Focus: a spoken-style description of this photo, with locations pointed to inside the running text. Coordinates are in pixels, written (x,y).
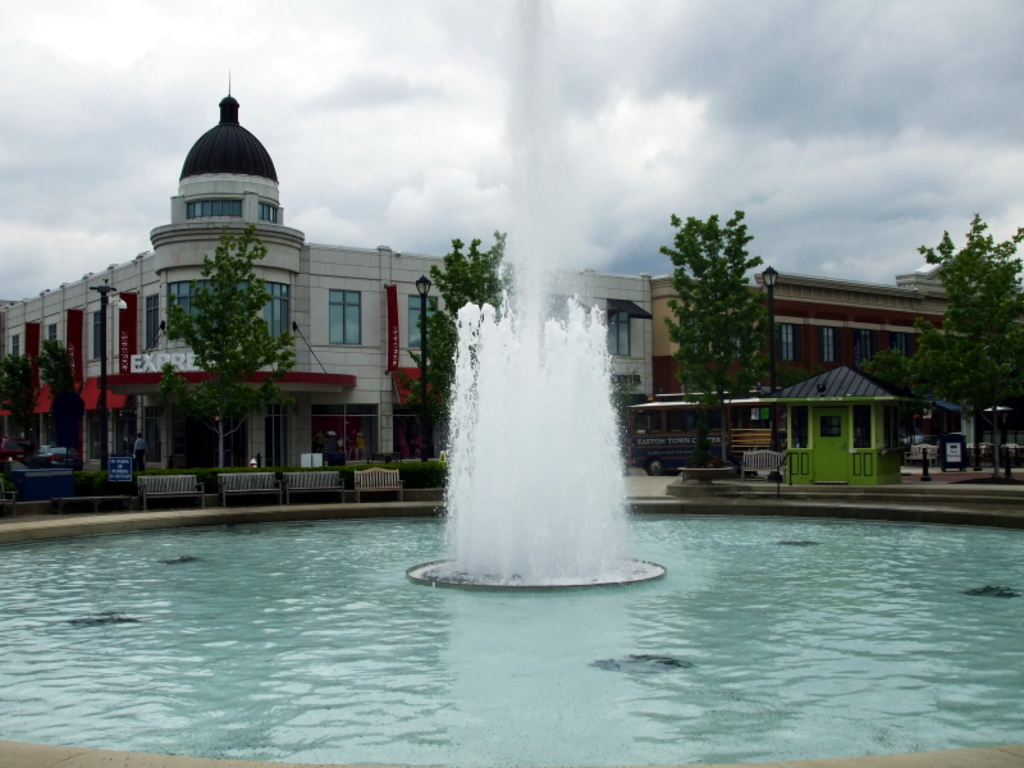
In this image I can see the fountain (595,471) and the water (339,680). In the back (222,445) there are many trees (224,356) and light poles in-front of the building (308,341). I can also see few vehicles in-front of the building (358,428). In the back (455,123) I can see the clouds (435,132) and the sky (485,150).
